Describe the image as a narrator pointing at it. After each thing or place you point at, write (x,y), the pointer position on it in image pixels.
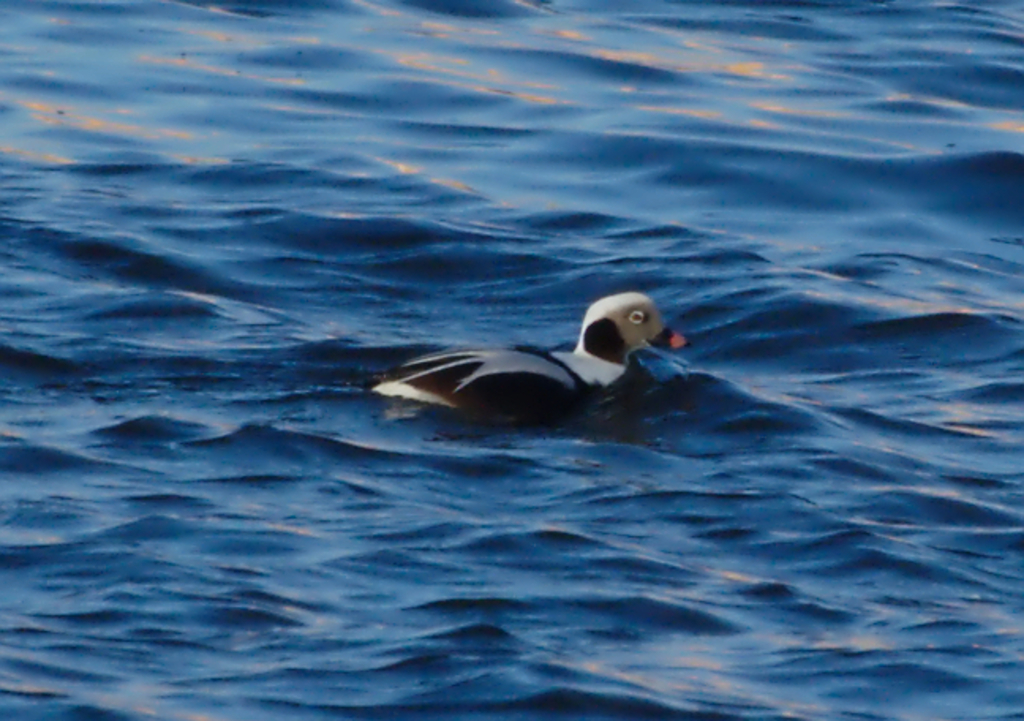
In this image I can see water (599,262) and on it I can see a brown and white colour bird (595,382).
